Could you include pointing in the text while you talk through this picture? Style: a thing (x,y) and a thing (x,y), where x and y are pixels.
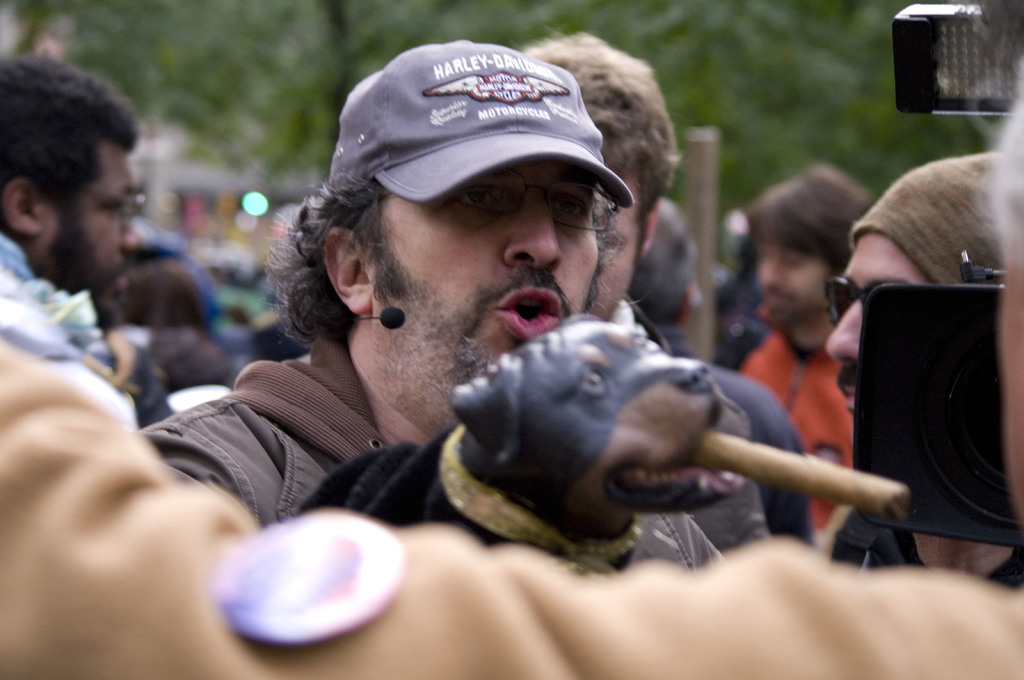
In this image there are a group of people (25,178), and in the center (399,313) there is one person (415,317) who is wearing cap (476,121) and he is talking. And there is one dog puppet (502,438), and in the dog mouth (687,446) there is something and on the right side of the image (935,389) there is a camera (932,443) and light (923,70). In the background (180,35) there are some trees (178,70), and there is a blurry background (184,114).
